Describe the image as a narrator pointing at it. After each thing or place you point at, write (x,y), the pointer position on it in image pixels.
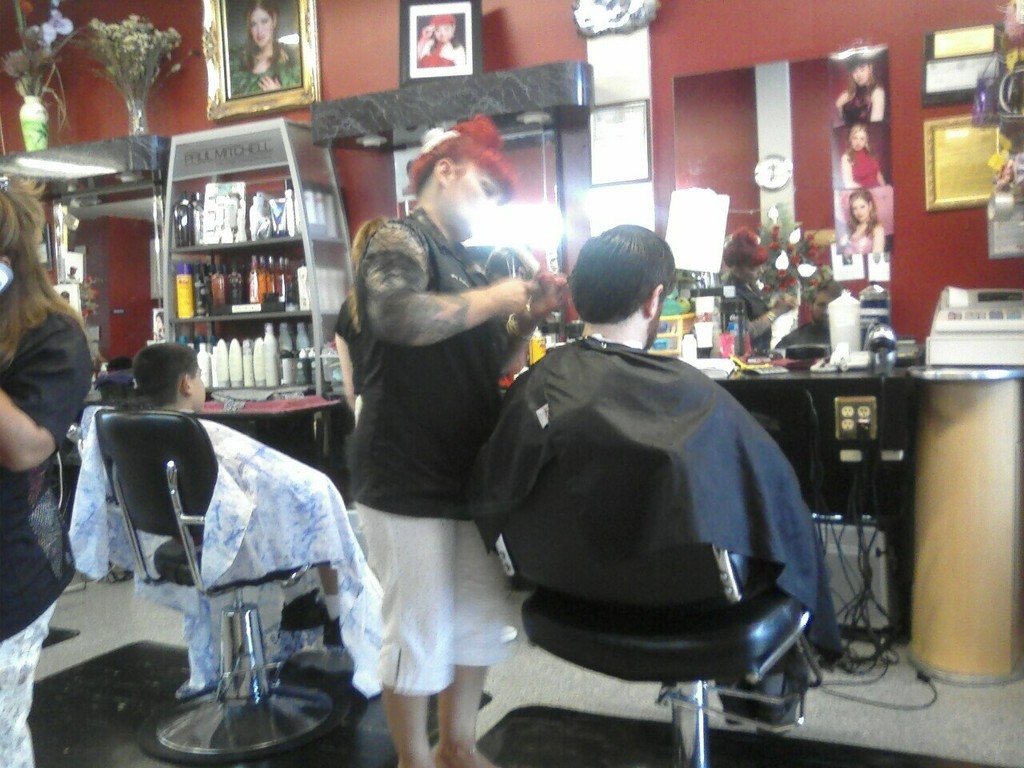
In the center of the image (481,295) we can see person (418,265) standing. On the right side of the image (713,593) we can see person (644,452) sitting on the chair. On the left side of the image (10,536) we can see persons (25,287) standing and sitting. In the background (831,246) we can see photo frames (231,80). flower vase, mirror (546,198), bottles (257,234) arranged in shelves (267,242), tissues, basket (679,320), wires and wall (734,59).
